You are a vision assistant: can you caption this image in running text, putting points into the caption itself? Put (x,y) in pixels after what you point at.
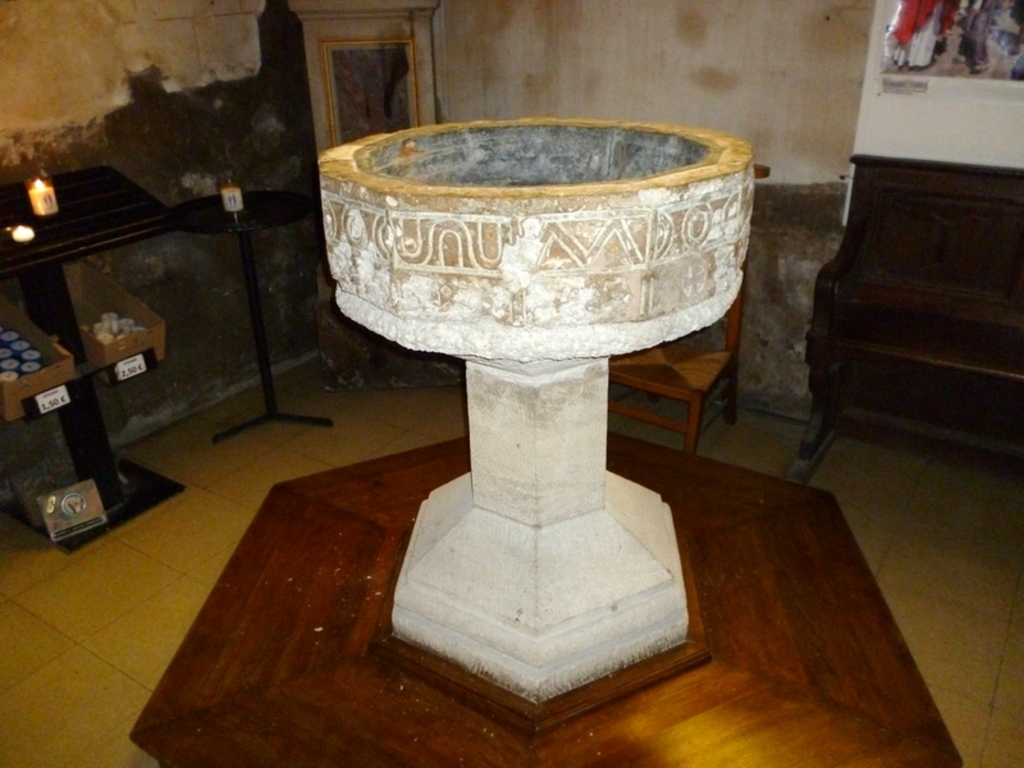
In the center of the image (636,282) there is a stone structure (563,159). In the background of the image (428,85) there is a wall (92,27). There is a table (249,247) on which there are objects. To the right side of the image (1012,431) there is a bench (842,244). At the bottom of the image (120,700) there is floor (67,704).
